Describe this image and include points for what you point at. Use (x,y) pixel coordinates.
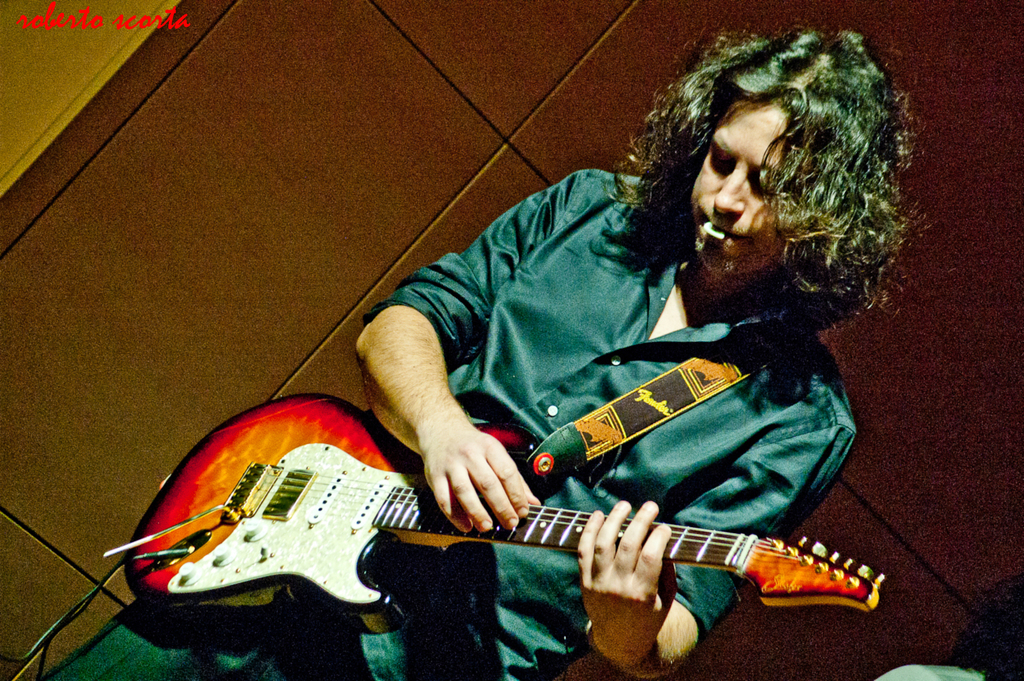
Here we can see one man (848,276) with long hair (846,184), standing and playing a guitar (362,499). We can see a pick (705,229) in his mouth (732,233).
